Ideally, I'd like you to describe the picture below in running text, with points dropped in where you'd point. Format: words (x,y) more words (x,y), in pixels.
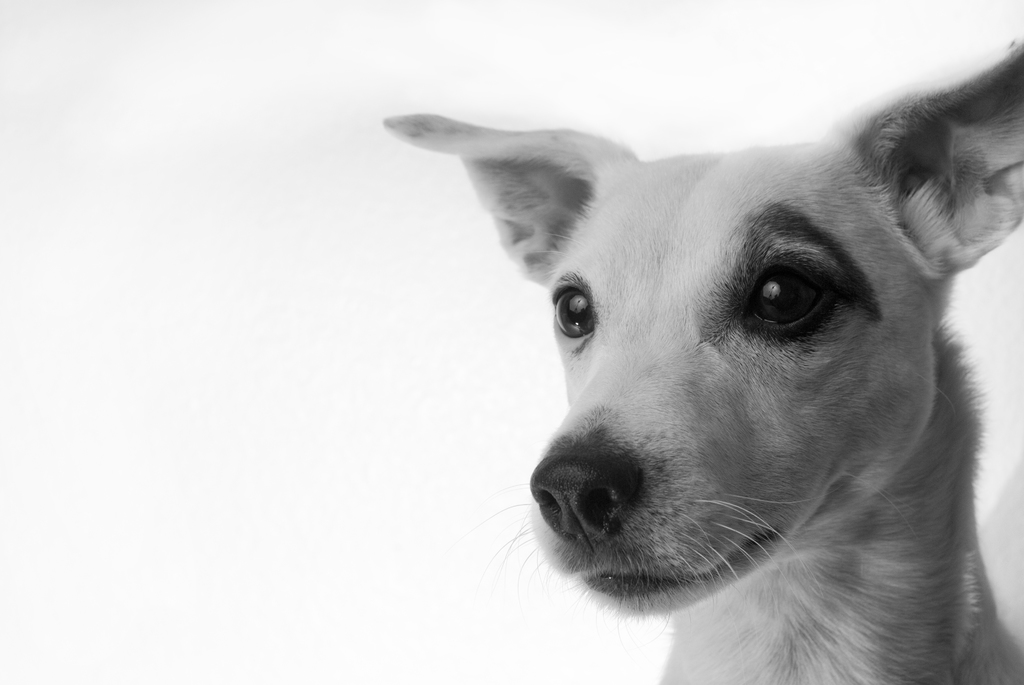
In this picture I can see a dog (822,236) in front (668,271), which is of white and black color and I see that it is white color in the background (432,645).
